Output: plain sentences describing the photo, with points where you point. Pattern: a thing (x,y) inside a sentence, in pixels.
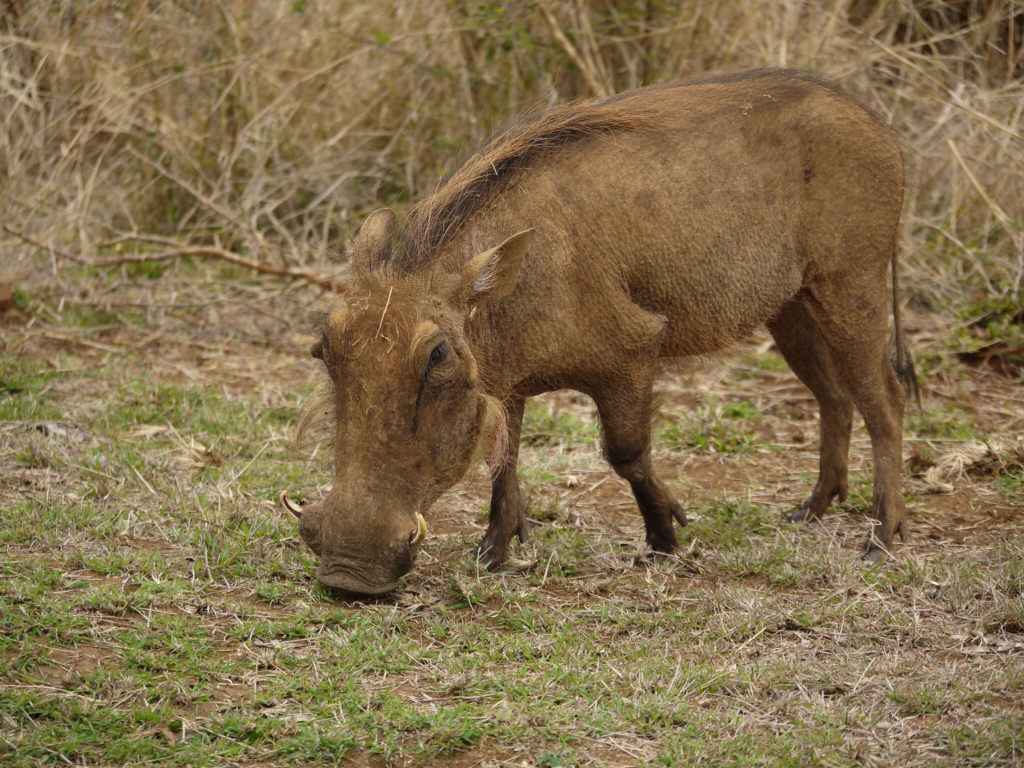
In this picture we can see a warthog (619,414) in the front (490,381), at the bottom (364,666) there is grass (222,557), in the background (222,249) we can also see grass (368,58) and a stick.
